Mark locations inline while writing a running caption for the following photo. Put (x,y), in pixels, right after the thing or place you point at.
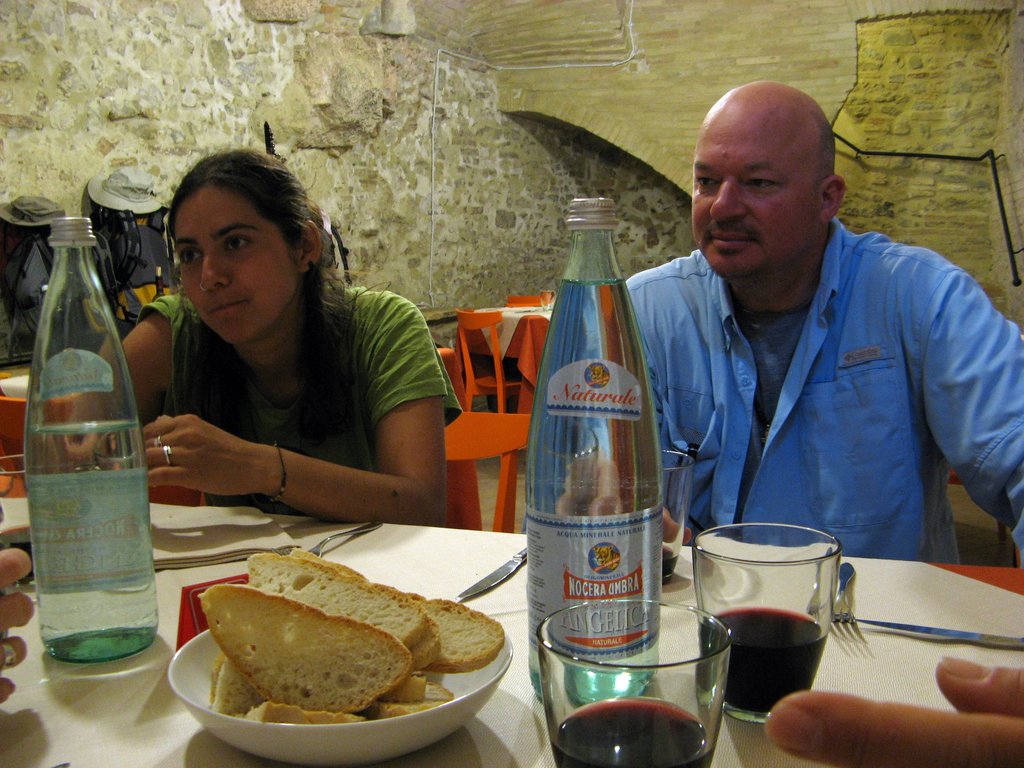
There are two persons (717,370) are sitting on a chairs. There is a table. There is a bottle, glass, bowl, bread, tissues (248,527) on a table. There is another table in the center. We can see in the background (179,115) wall (418,166).
